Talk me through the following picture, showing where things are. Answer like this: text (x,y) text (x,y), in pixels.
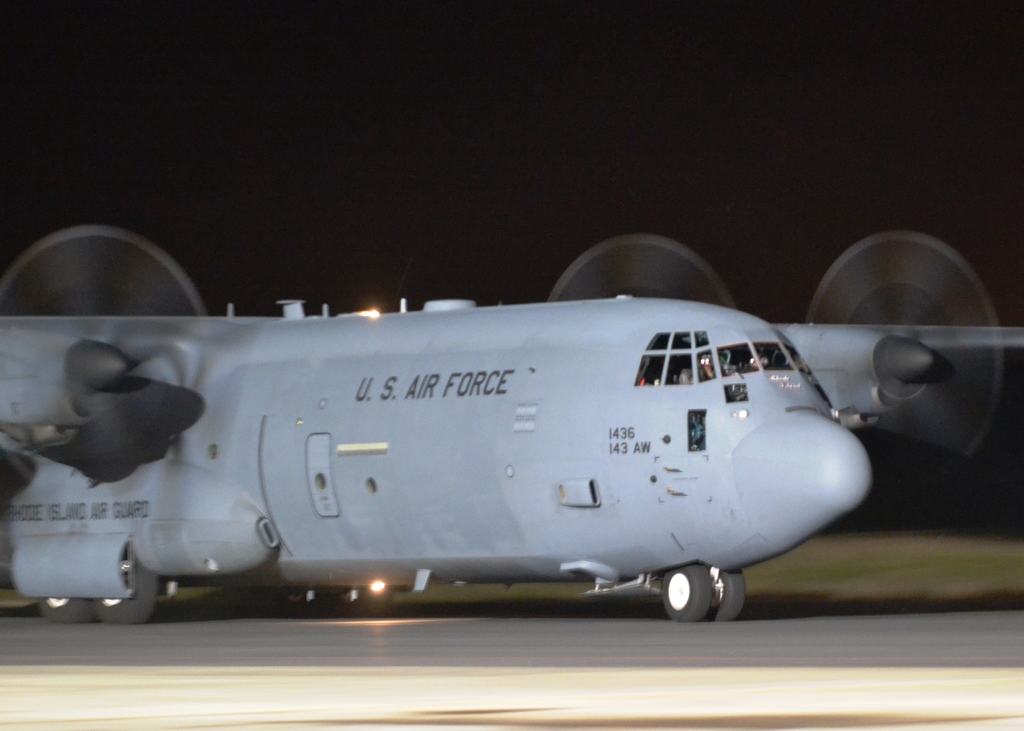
In this image, we can see an aircraft (457,511) on the runway (528,640). Here we can see wheels (680,616) and lights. Background (1002,179) there is a dark view.
